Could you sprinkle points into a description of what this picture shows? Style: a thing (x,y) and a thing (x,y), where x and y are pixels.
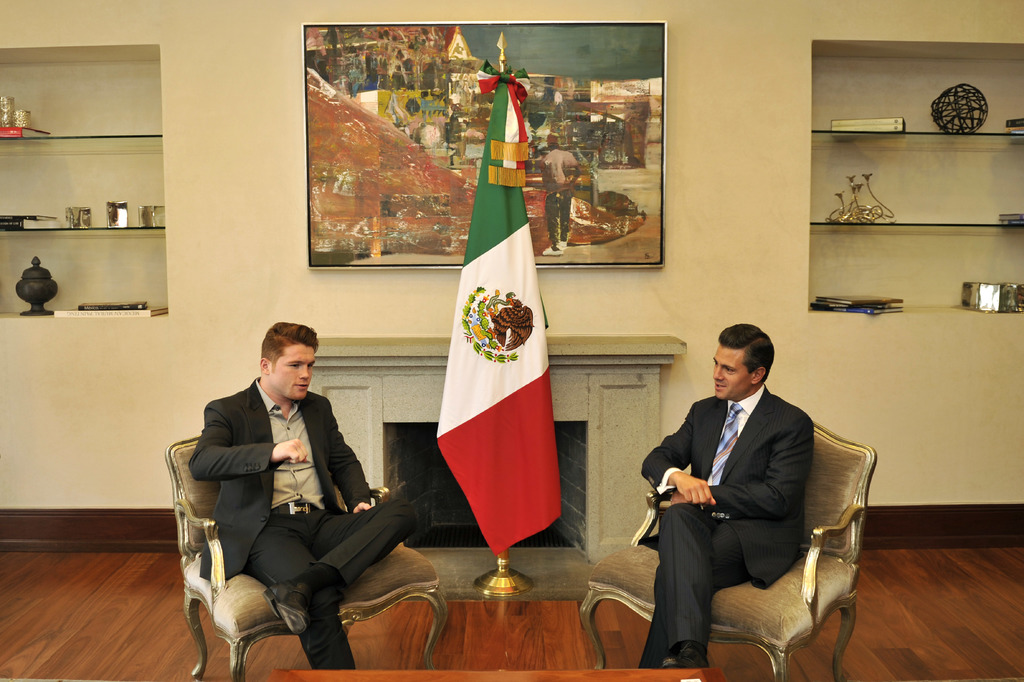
The persons (281,463) wearing black suit (731,502) is sitting in chairs (726,589) and speaking to each other and there is a table (452,672) in front of them and there is a flag (505,288) and a scenery (548,159) behind them.
